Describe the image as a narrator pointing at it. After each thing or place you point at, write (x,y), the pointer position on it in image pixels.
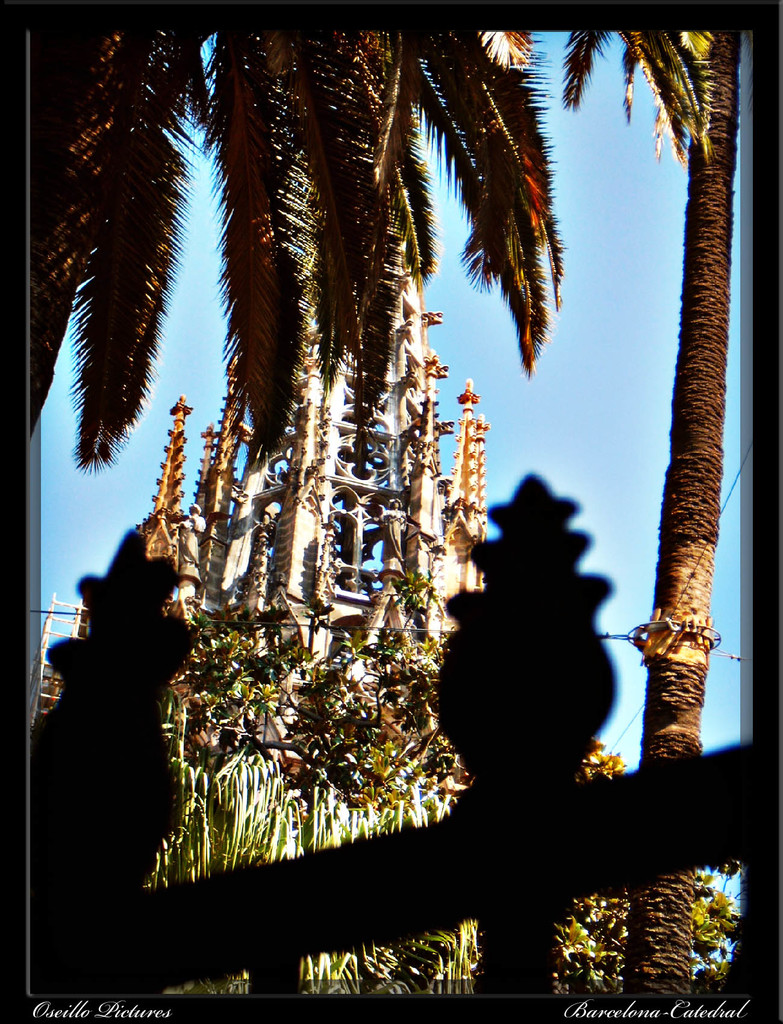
This image is taken outdoors. At the bottom of the image (118,715) there is a fence (167,805). In the middle of the image (362,562) there is a Cathedral (318,492) and there are a few trees (606,913). At the top of the image (601,327) there is a sky (560,347) and there are two trees (434,112).
